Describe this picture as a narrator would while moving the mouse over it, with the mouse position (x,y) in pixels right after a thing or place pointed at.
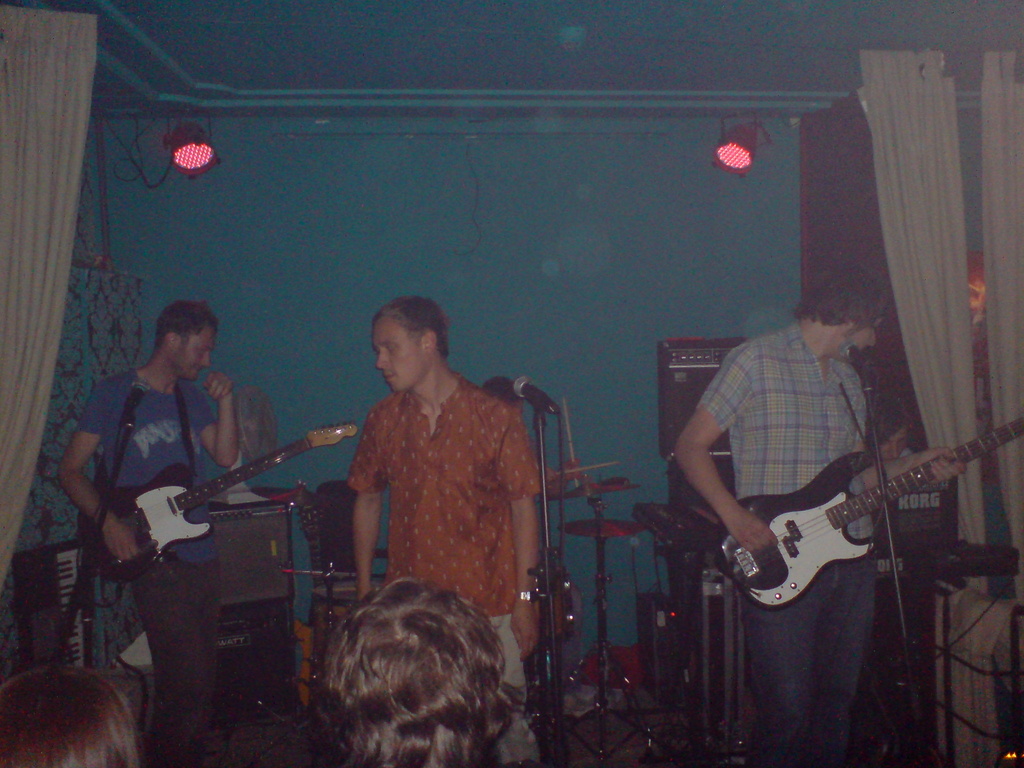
This is a picture taken in a room (409,465), there are three people (450,459) standing on the floor (655,723). The two people (723,500) are playing the guitar (164,547) and the man (477,487) in orange shirt (462,465) standing. beside the man (488,432) there is a microphone (541,400) with stand (544,465). Background of this people (510,500) there is a wall (505,260) which is in blue color and a lights (722,162).
